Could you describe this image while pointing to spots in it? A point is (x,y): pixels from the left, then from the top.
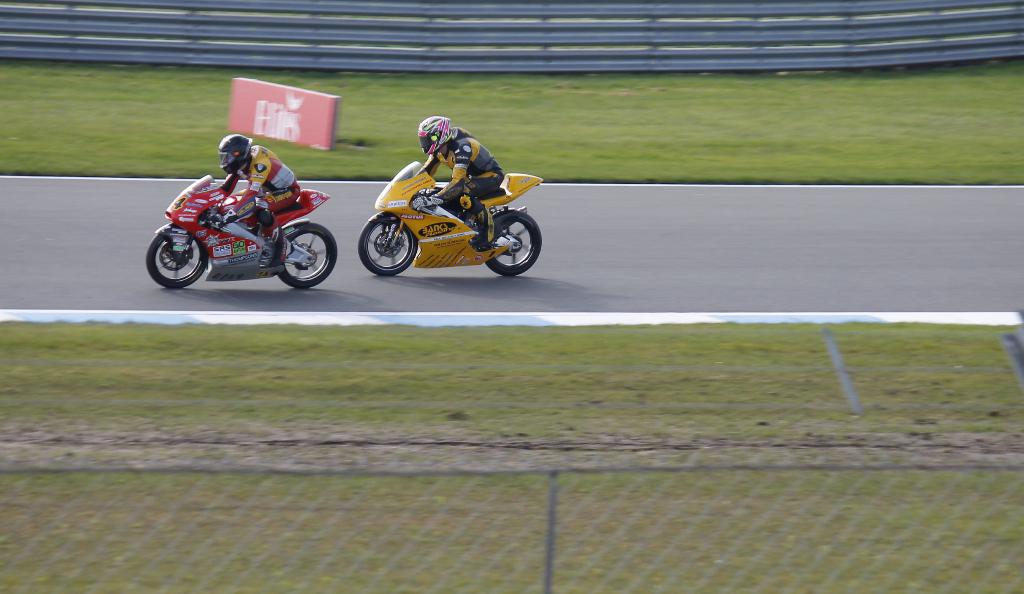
In the picture we can see a racing, road (596,241) on it, we can see two bikers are in sports wear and helmets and riding bikes (267,253) and besides the road (867,251) we can see a grass surface (125,335) and in the background (792,20) we can see a railing (802,29).
